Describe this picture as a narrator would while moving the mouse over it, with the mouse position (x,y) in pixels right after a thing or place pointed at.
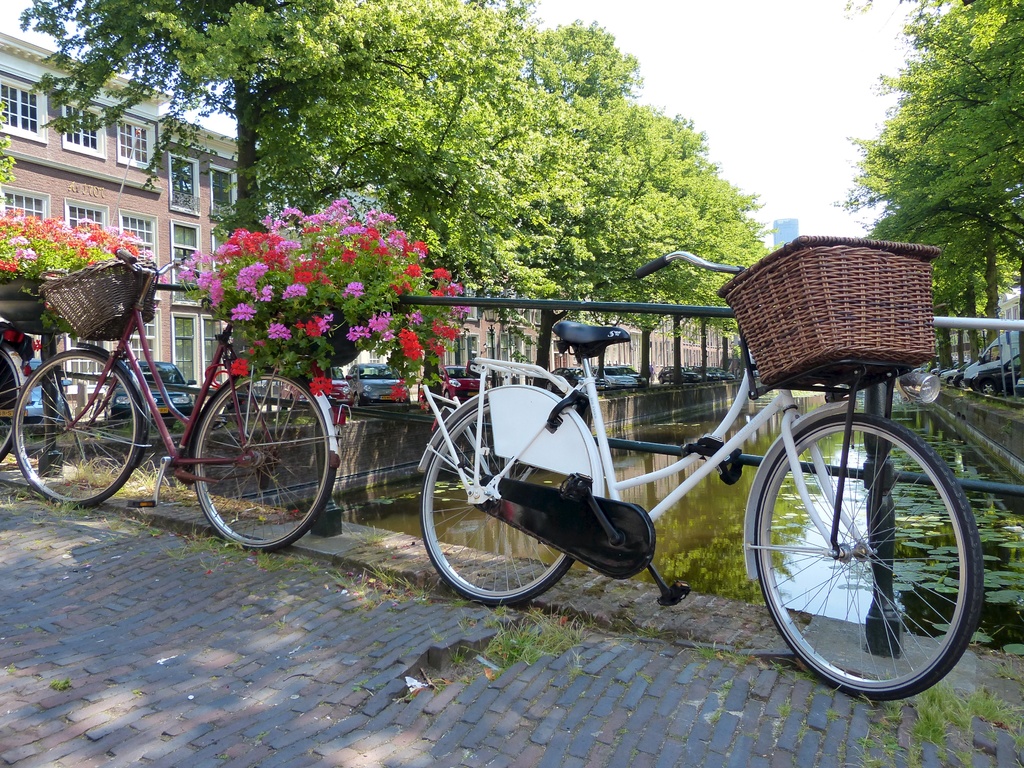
In the middle of the image (579,323) we can see two bicycles (42,373). Behind the bicycles (751,323) there is fencing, on the fencing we can some plants (300,305) and flowers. Behind the fencing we can see water (654,435), trees (1006,271) and vehicles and buildings (153,326). At the top of the image (827,195) there is sky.
